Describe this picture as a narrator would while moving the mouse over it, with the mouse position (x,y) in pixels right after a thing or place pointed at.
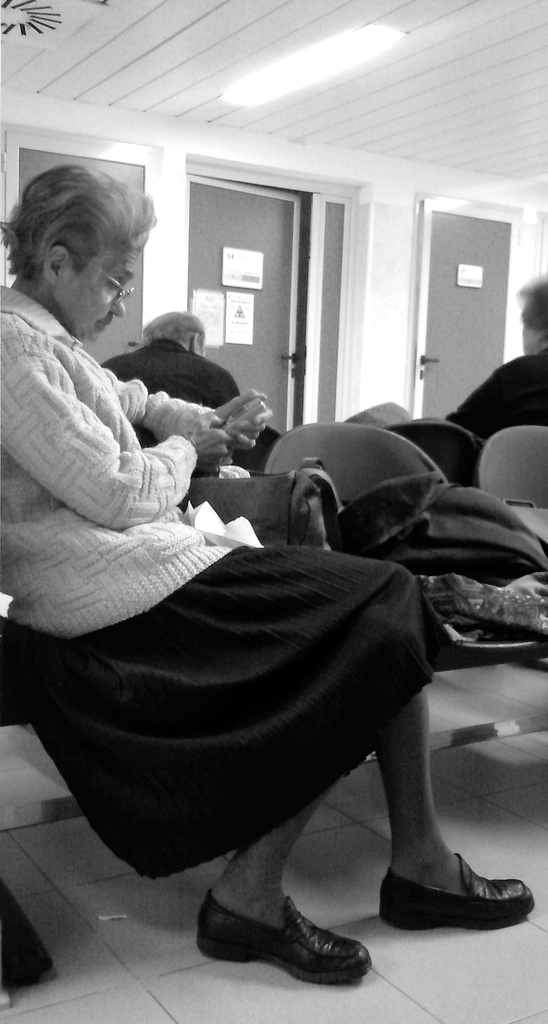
There is a woman (115,515) wearing white jacket (101,455) is sitting in chair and there are two persons (520,372) and some other objects (312,305) in the background (264,281).
